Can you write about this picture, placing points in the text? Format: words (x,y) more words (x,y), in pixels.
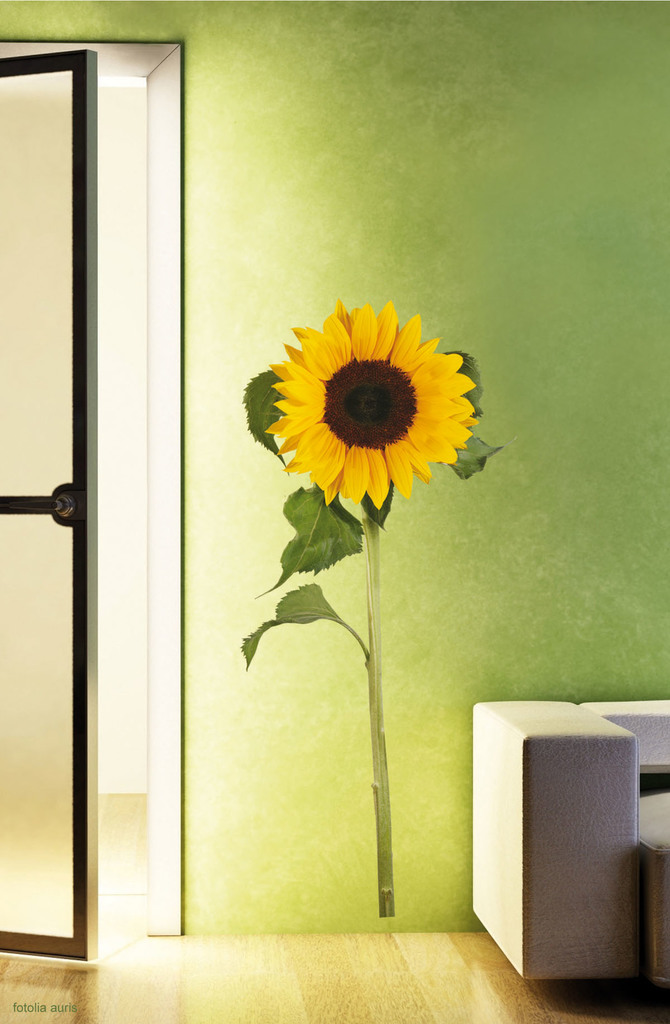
In the picture I can see a green color wall (346,635) which has a painting (370,562) of a sunflower (370,562). I can also see a door (4,687) and some other objects (550,895) on the floor (83,976).
